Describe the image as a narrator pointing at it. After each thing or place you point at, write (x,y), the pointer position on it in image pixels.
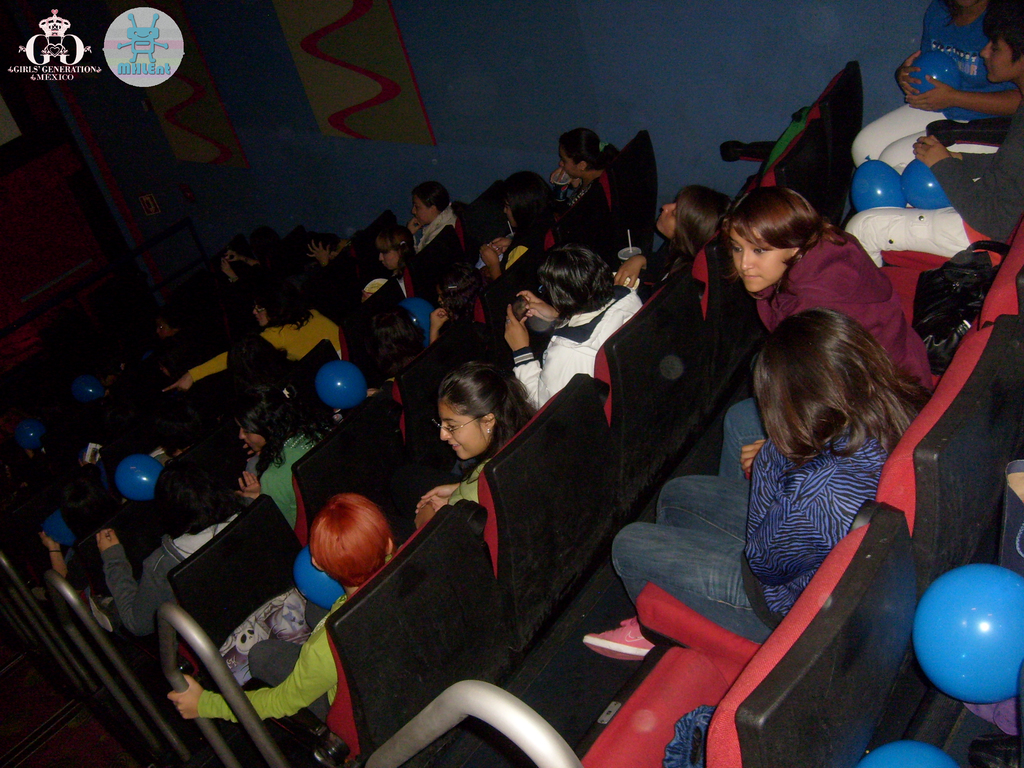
In the picture we can see many seats (833,559) with people (729,539) sitting on it and holding balloons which are blue in color and in the background (243,186), we can see a wall (243,186) which is blue in color and some pictures (388,139) to it.
